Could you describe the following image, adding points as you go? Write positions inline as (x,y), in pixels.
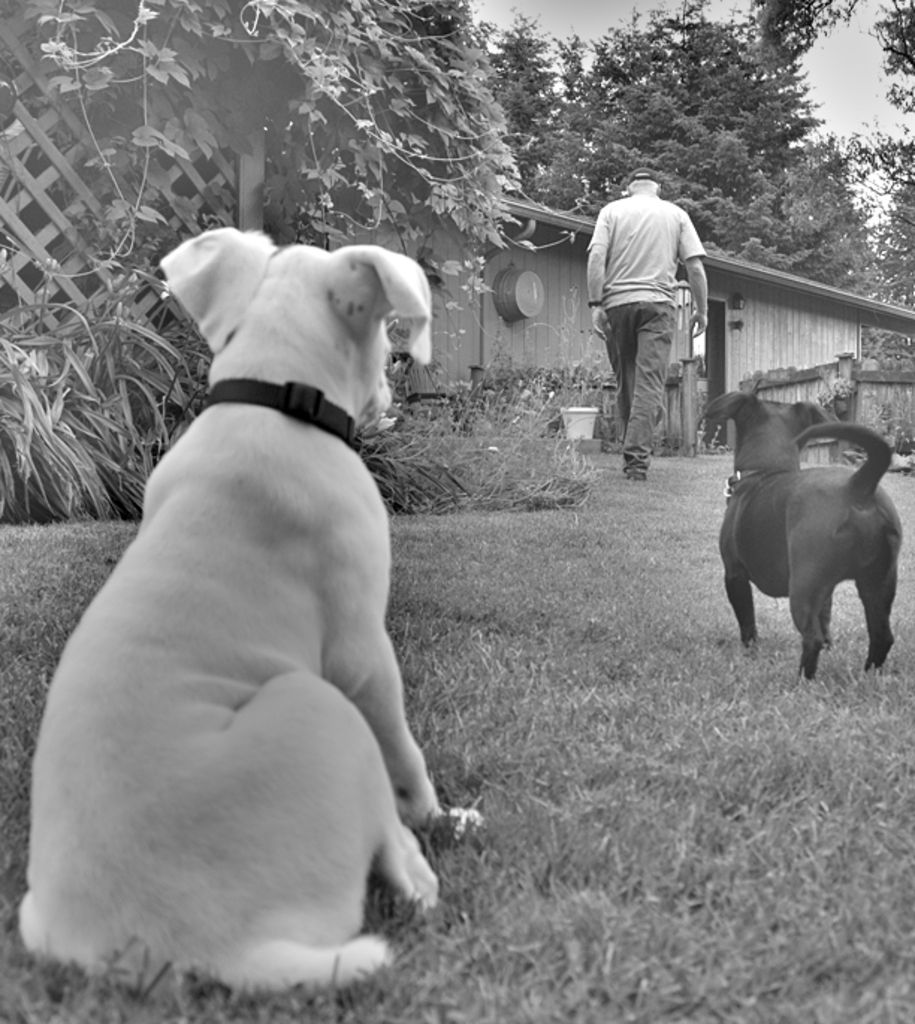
This is a black and white image. Here I can see two dogs (370,622) on the ground (440,867). One is sitting and one is standing. These two dogs (761,539) are looking at the man (645,337) who is walking in the background (658,288). This is looking like a garden (672,457). In the background (800,341), I can see a house (764,324) and some trees (595,137).
